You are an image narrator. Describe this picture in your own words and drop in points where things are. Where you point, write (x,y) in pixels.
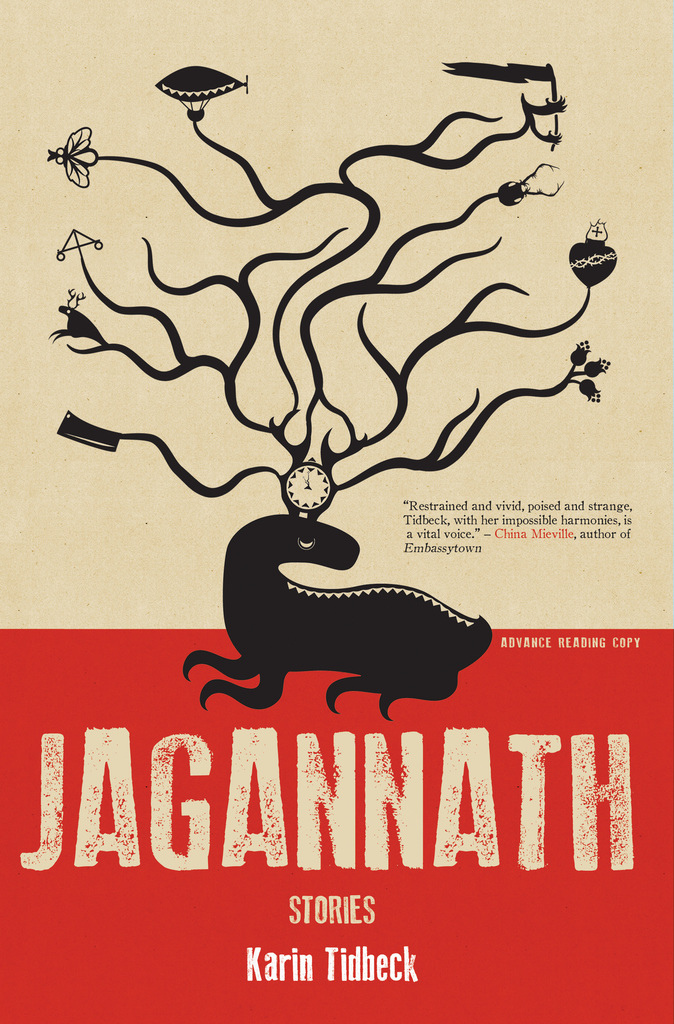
In the image in the center (446,655) we can see one poster (262,504). On the poster (71,698), it is written as "Jagannath".
